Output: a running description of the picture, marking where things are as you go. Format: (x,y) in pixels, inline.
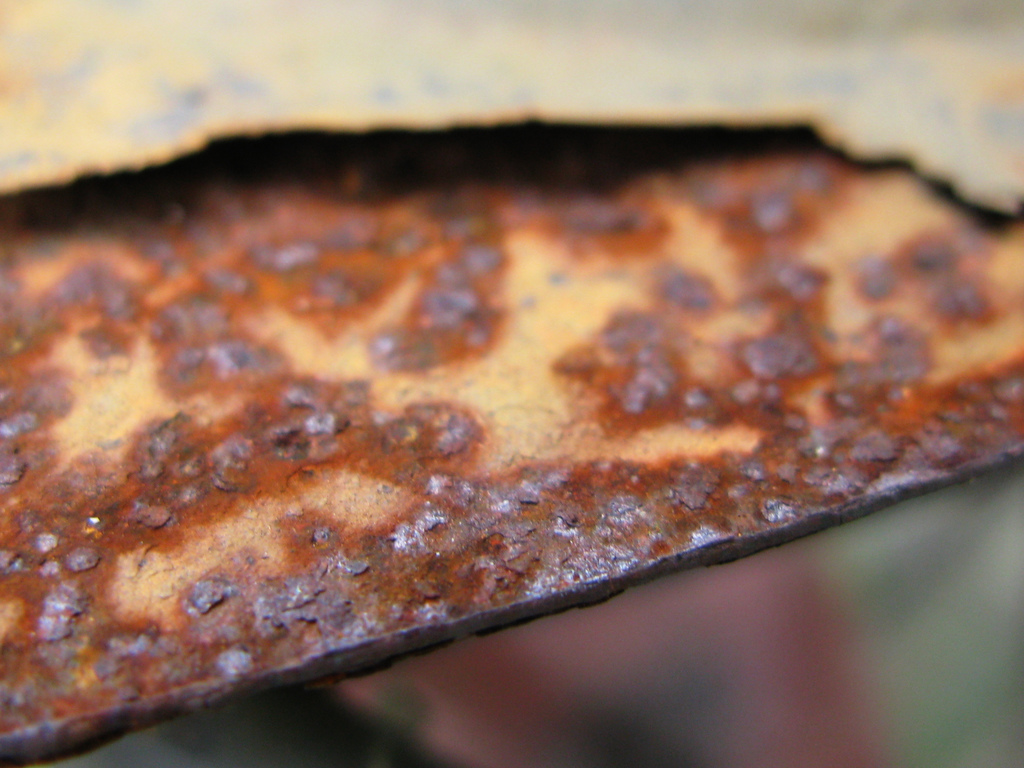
In this image we can see a piece of iron (512,451) with rust (419,460).
